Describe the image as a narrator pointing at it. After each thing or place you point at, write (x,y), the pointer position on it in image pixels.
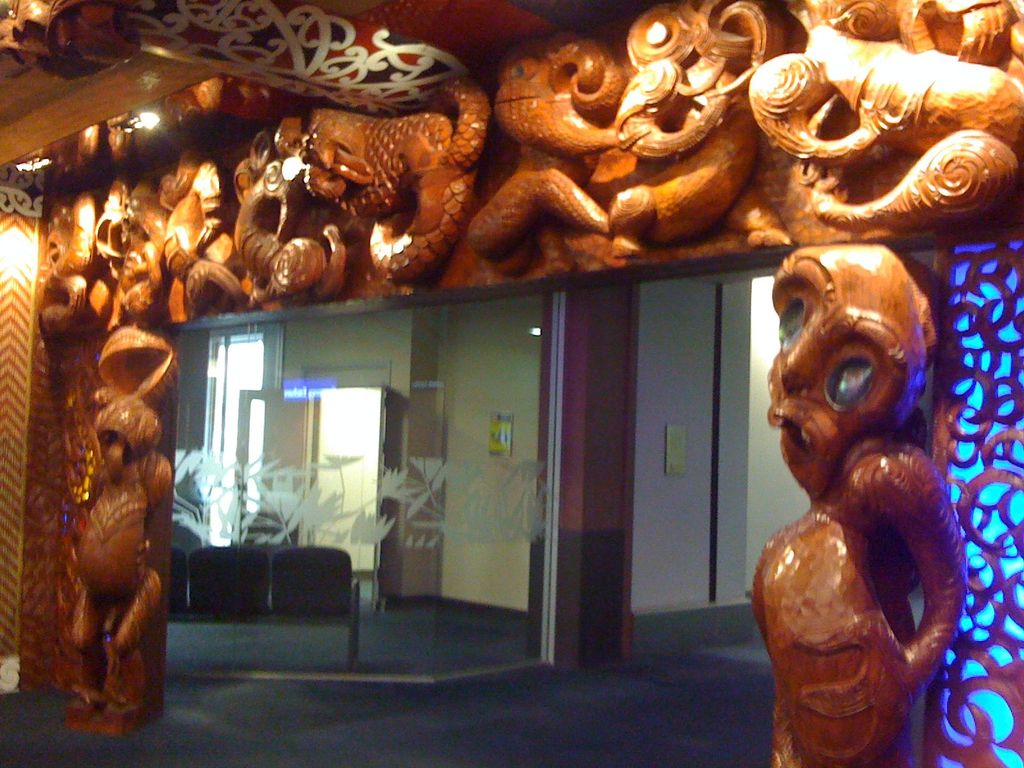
In this image we can see the entrance archways (638,151), doors (486,504) and a bench (312,596) on the floor (241,648).
